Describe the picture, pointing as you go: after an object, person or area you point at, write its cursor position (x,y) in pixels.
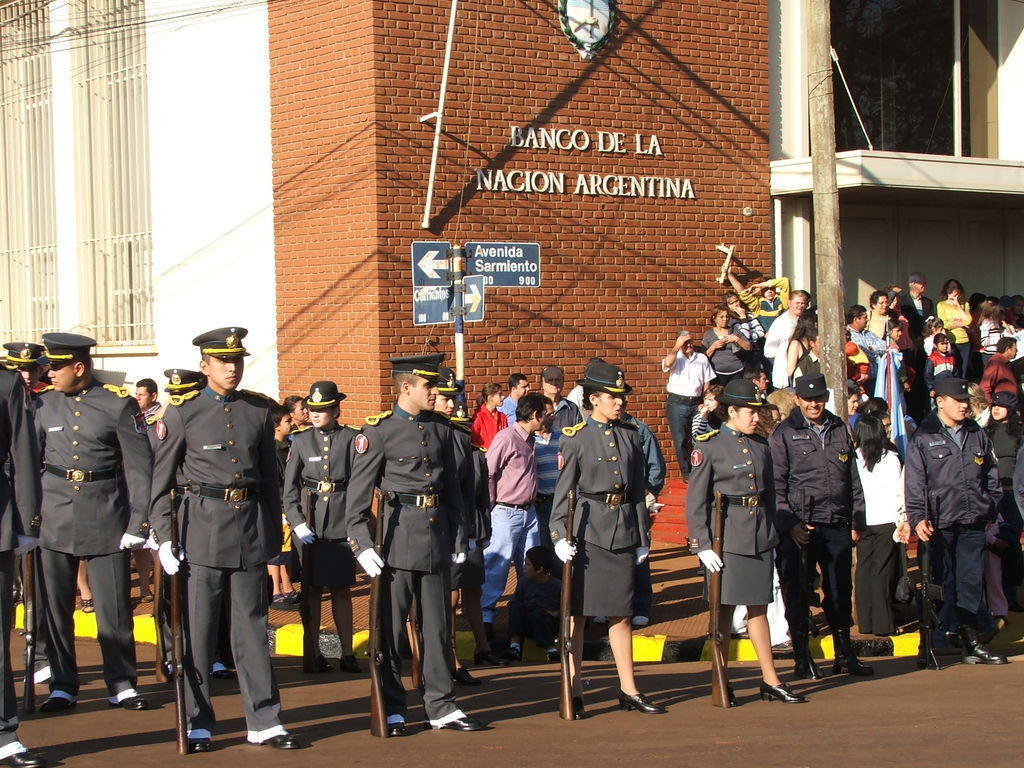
In this image there are group of persons (591,506) standing holding guns (172,533) in their hands (797,528) in the center (610,461). In the background (676,397) there are persons (959,348) standing and walking and there is a building (470,220) and on the wall (453,222) of the building (624,180) there is some text (663,175) written on it and there are boards (437,273) with some text (440,293) written on it.
